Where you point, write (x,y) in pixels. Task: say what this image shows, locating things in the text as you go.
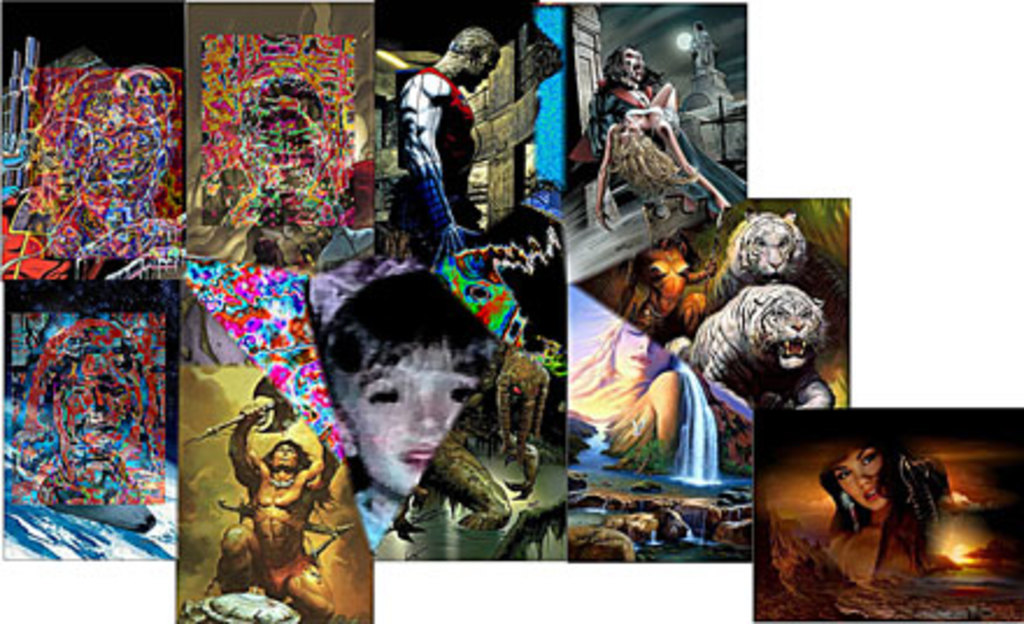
In this image I can see wall paintings (328,184) of animals (804,356), human beings (382,322), water (603,468) and the sky (601,408).
